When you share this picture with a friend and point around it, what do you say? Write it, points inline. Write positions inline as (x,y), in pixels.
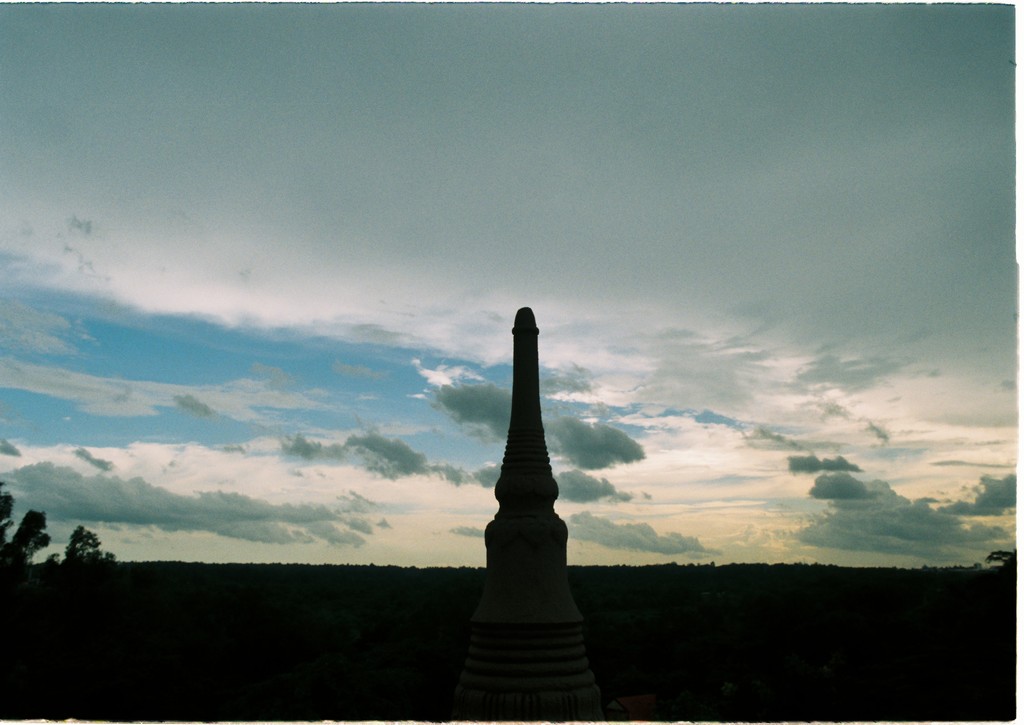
In this image we can see sky (492,237) with clouds (490,290), tower (539,501) and trees (442,626).
